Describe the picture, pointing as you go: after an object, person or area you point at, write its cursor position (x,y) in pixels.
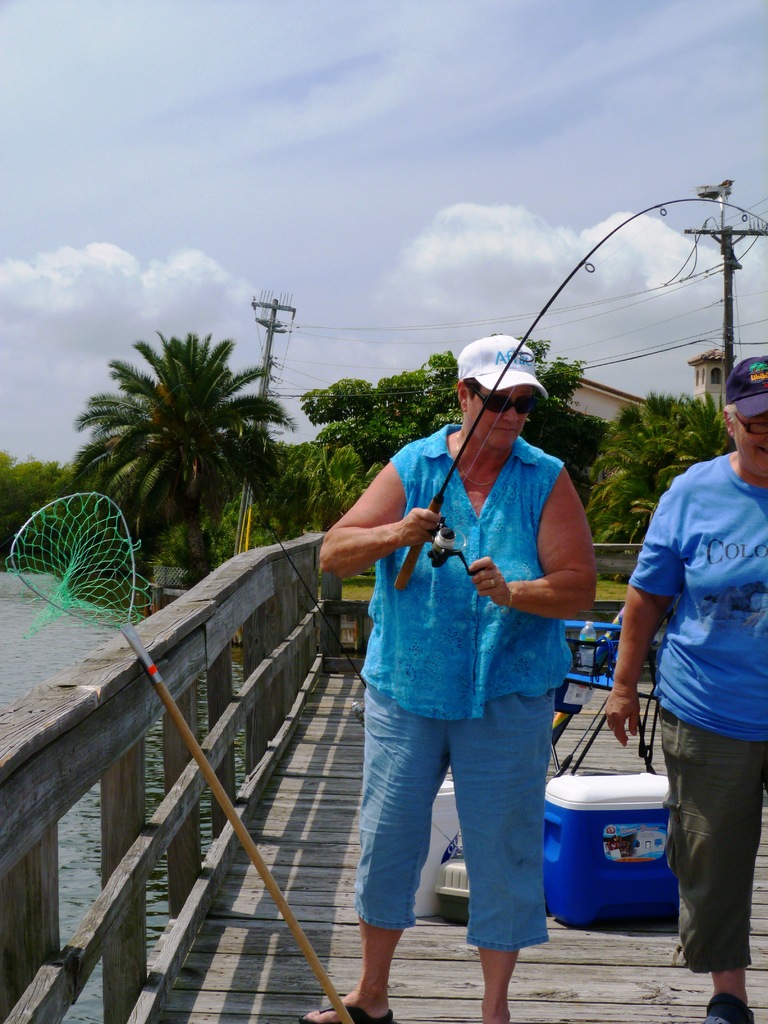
Sky (18,207) is cloudy. Here we can see people (621,686). Background (275,451) there are trees (246,401), current poles (262,302), water (6,627) and objects (659,785).
